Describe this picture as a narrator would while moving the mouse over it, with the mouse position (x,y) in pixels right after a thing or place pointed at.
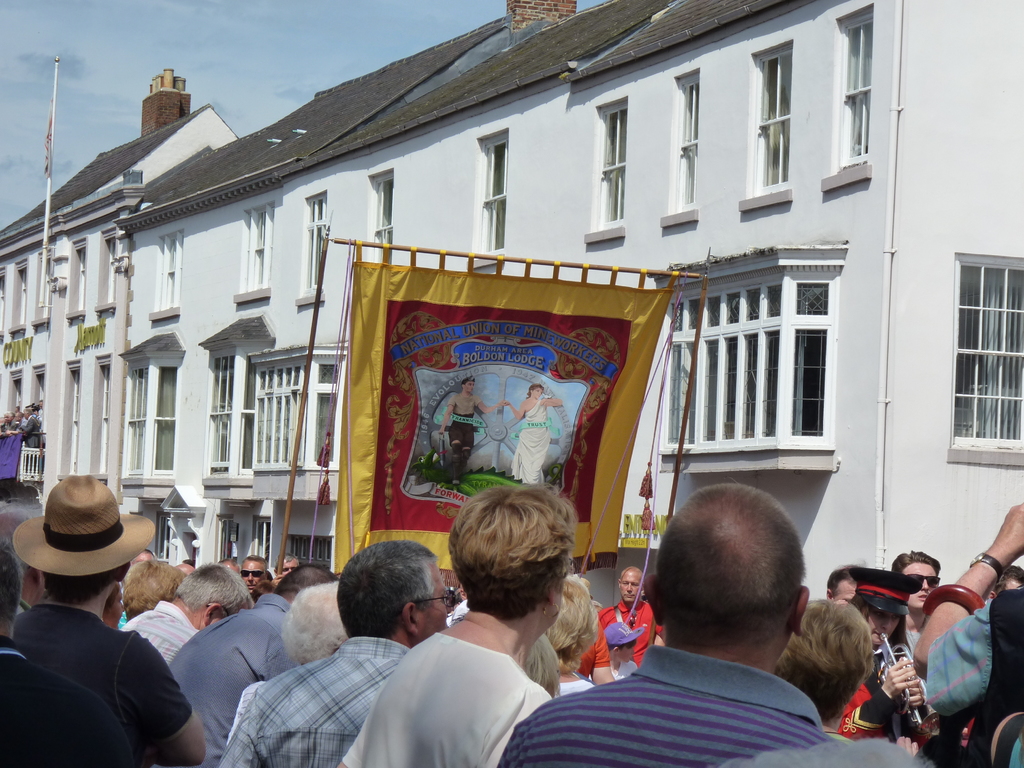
In this image we can see there are people (434,647) standing and the other person (890,672) playing a musical instrument (893,659) and at the back (510,409) there is a banner (466,405) with image (473,408) and text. And at the side, we can the building (256,235) and pole (57,62) with a flag (52,167) and sky (212,60) in the background (212,60).
